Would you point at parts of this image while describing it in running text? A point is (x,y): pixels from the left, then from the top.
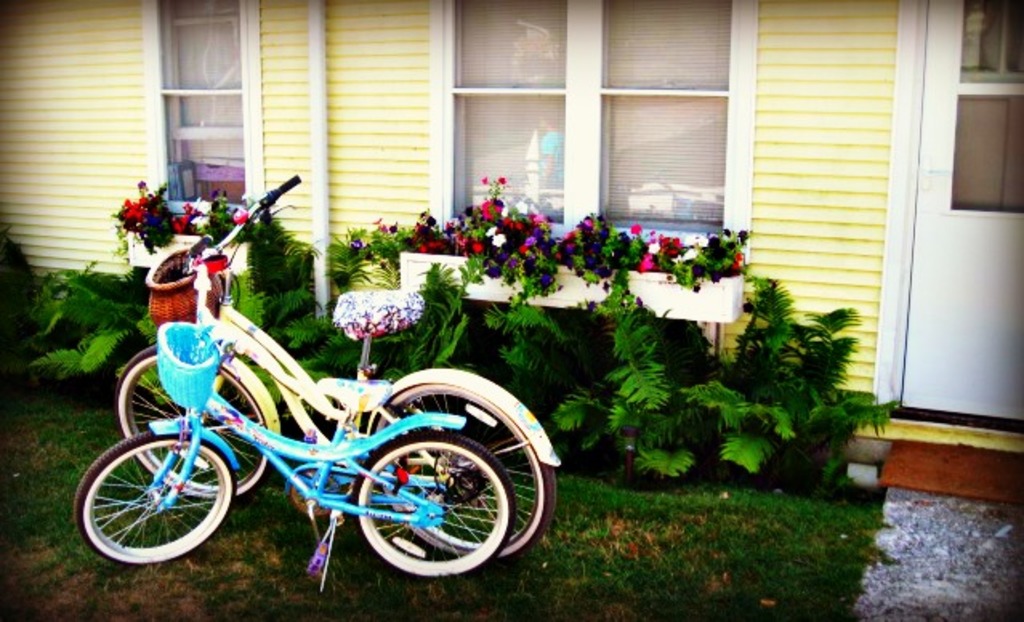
In this image, there are some plants (556,331) and cycles (268,333) beside the wall (402,189). There is a window (487,69) at the top of the image (546,37). There is a door (946,285) on the right side of the image (982,292).
